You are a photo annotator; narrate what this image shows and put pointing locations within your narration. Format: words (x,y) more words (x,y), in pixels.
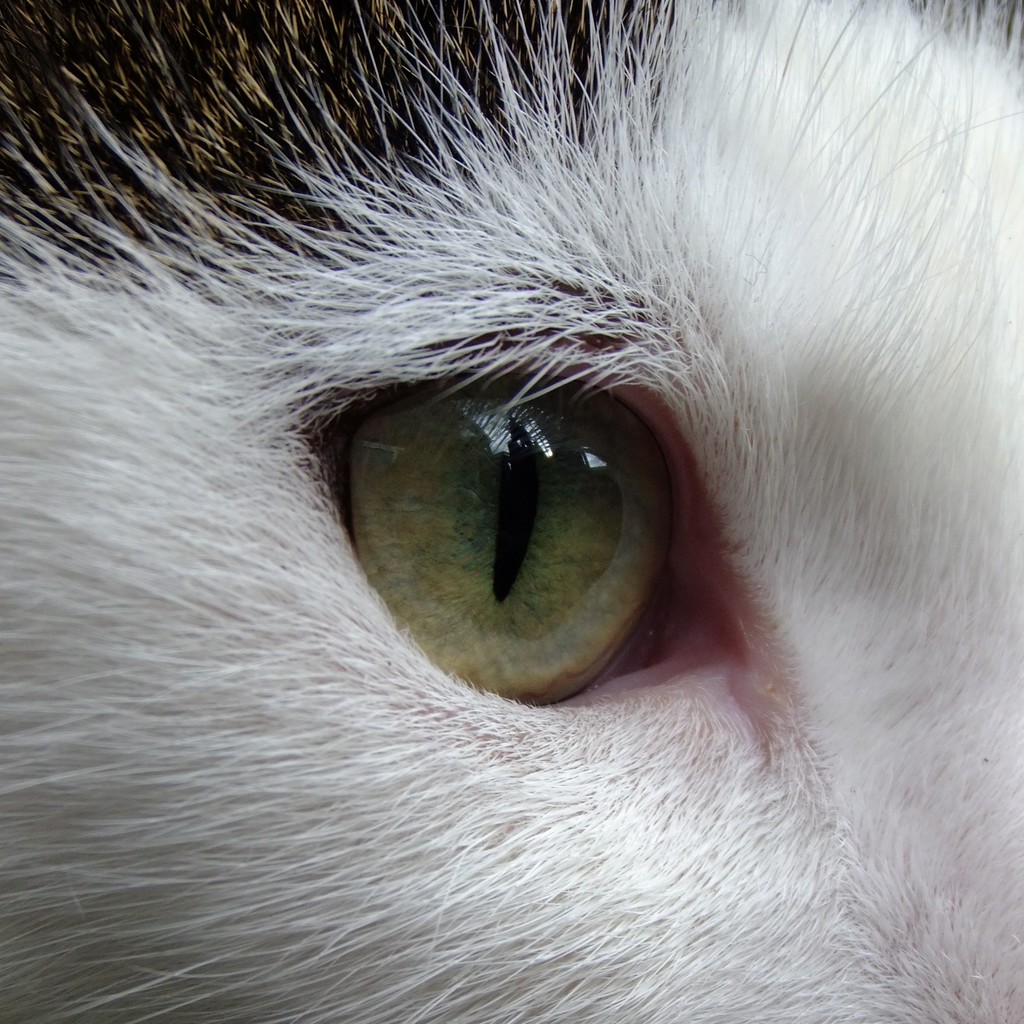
This is a close picture of an animal (312,25).
